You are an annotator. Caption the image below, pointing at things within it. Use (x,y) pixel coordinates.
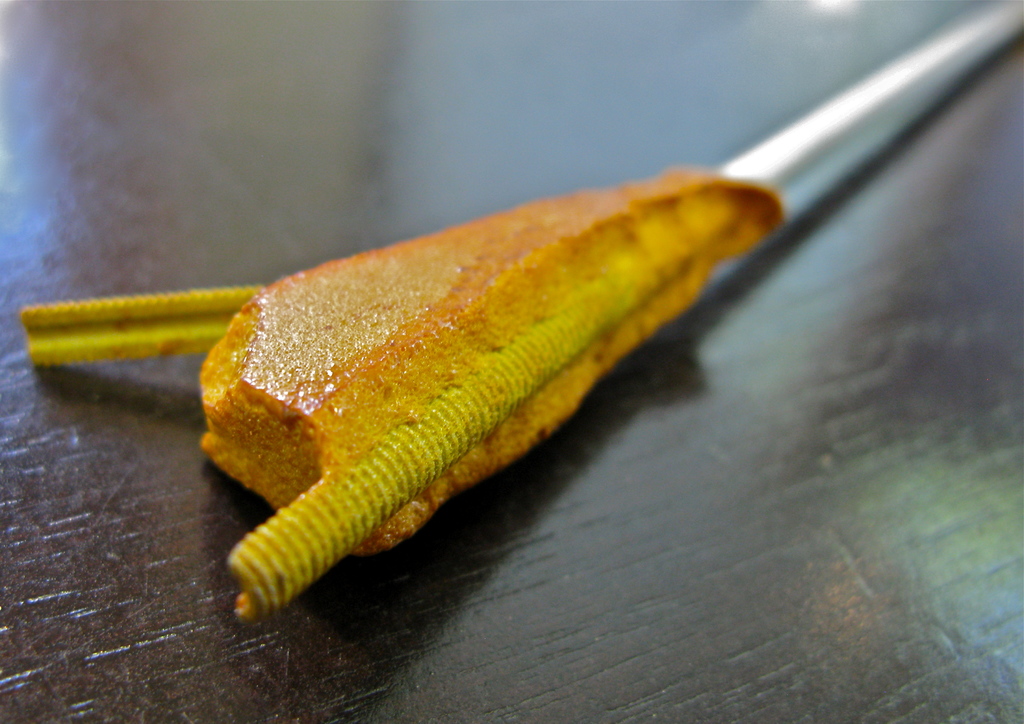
In this image, we can see an object (362,339) on the wooden surface (60,648). On the right side (802,403) and top of the image (276,117), we can see the blur view.
